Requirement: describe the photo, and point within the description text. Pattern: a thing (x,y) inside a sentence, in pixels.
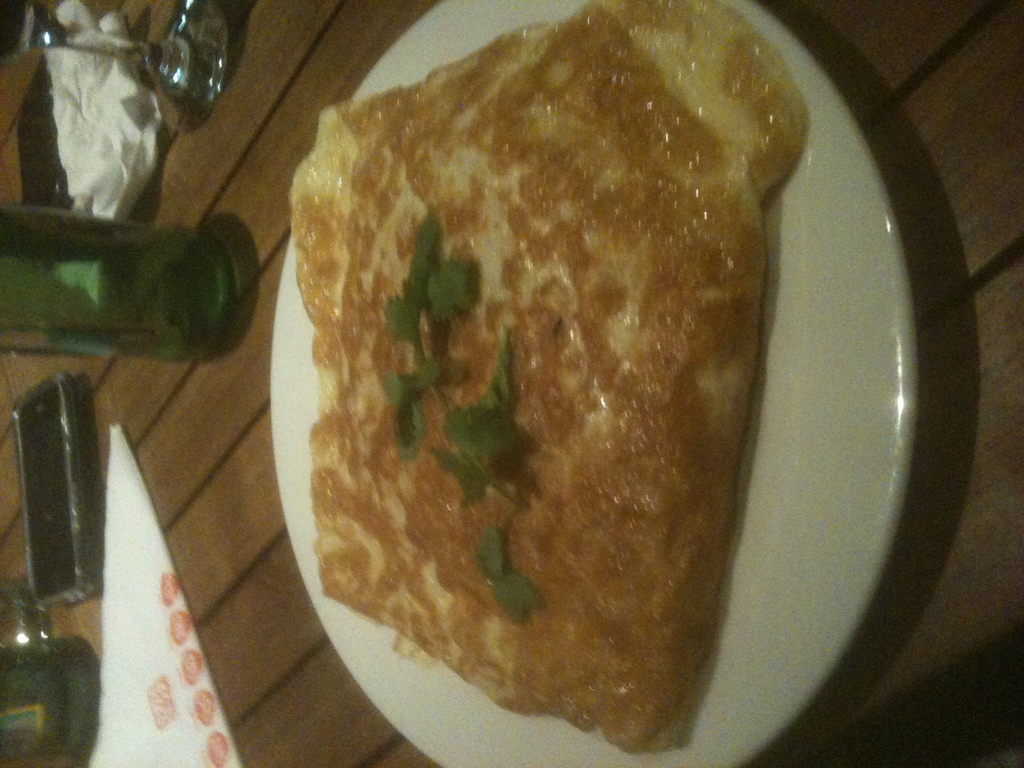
In this image there is a food item (698,454) in the plate (763,400) and bottle (194,291) on the table (995,121).
